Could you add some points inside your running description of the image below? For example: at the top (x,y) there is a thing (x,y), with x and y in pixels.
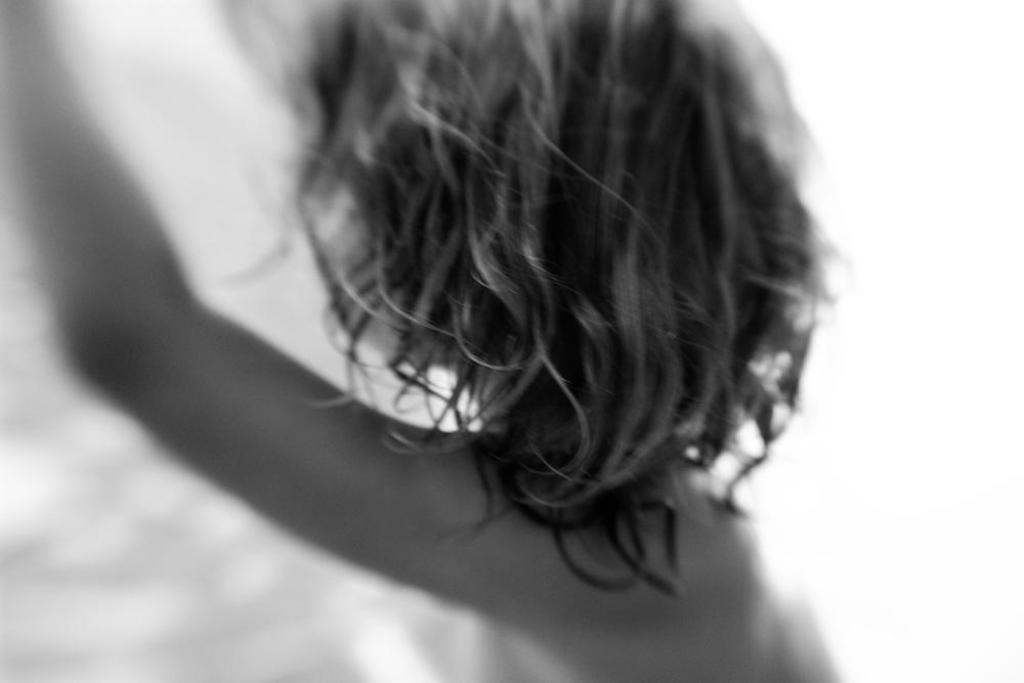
The picture is blurred, in this picture there is a person (263,352).
